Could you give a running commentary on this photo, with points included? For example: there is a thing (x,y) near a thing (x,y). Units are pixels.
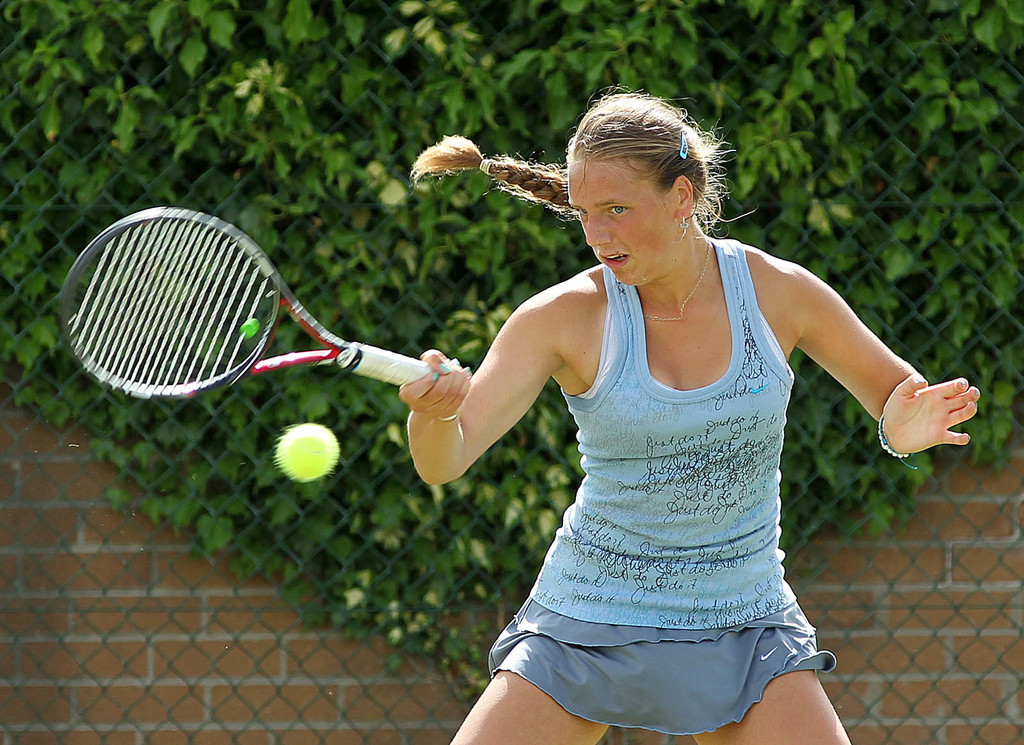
In this image we can see this person (777,604) is holding a racket (330,359) in her hands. Here we can see a ball (310,479) in the air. In the background (472,649), we can see fence (344,465), brick wall (170,594) and trees (315,272).
